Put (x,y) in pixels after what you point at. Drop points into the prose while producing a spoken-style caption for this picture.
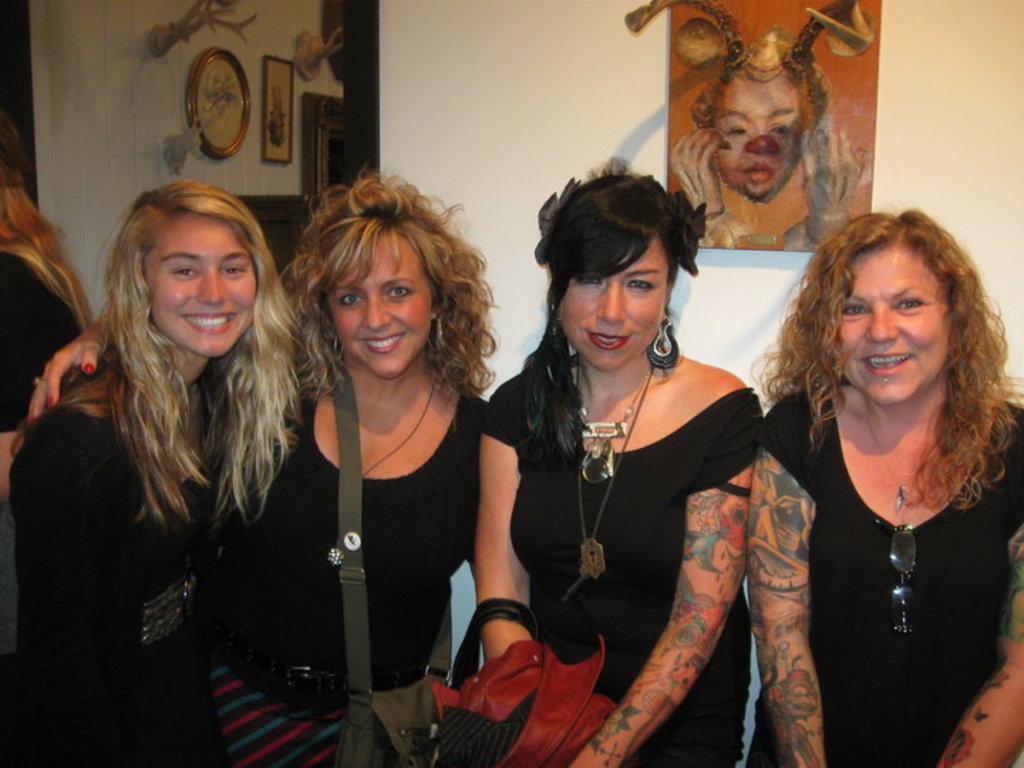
In this picture, we see four women (395,405) are standing. All of them are wearing black dress (450,572). They are posing for the photo. They are smiling. Behind them, we see a white wall (528,155) on which photo frame (695,171) is placed. In the background (260,147), we see a white wall (251,100) on which photo frame (282,63) and wall clock (213,107) are placed.
